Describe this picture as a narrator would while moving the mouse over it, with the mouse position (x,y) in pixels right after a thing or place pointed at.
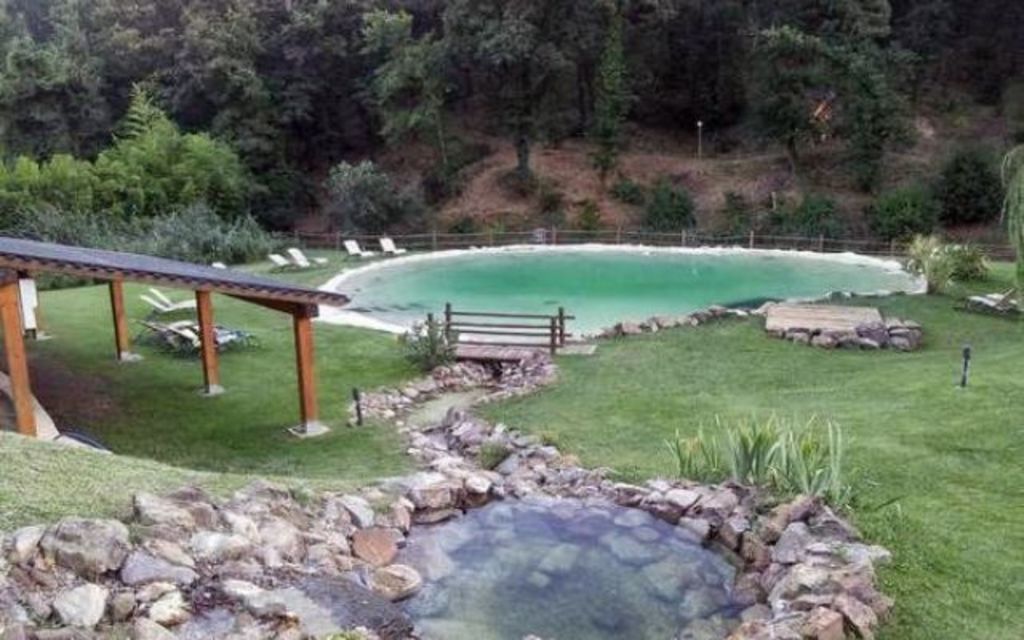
In this image I can see swimming pool (356,286) in the middle (475,290), beside that there are some benches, pond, shed (39,252) and trees (541,49).
